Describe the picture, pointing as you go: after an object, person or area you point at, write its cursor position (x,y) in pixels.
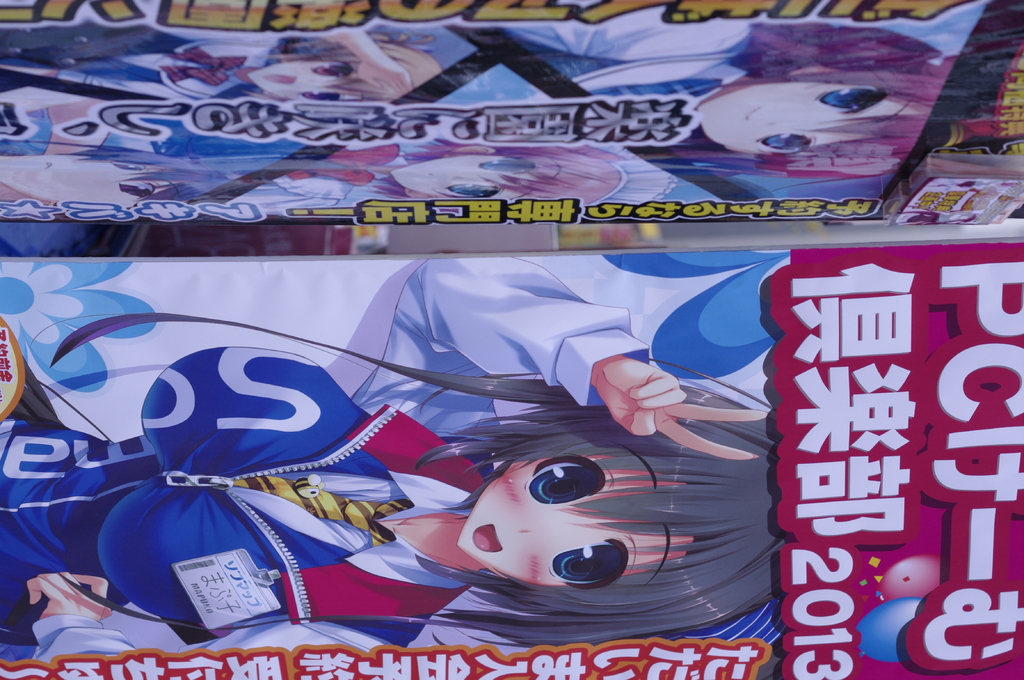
In this image there are two boards (540,346). On the boards (403,487), there is an image of a cartoon (483,457) and some text (822,406) on it.
